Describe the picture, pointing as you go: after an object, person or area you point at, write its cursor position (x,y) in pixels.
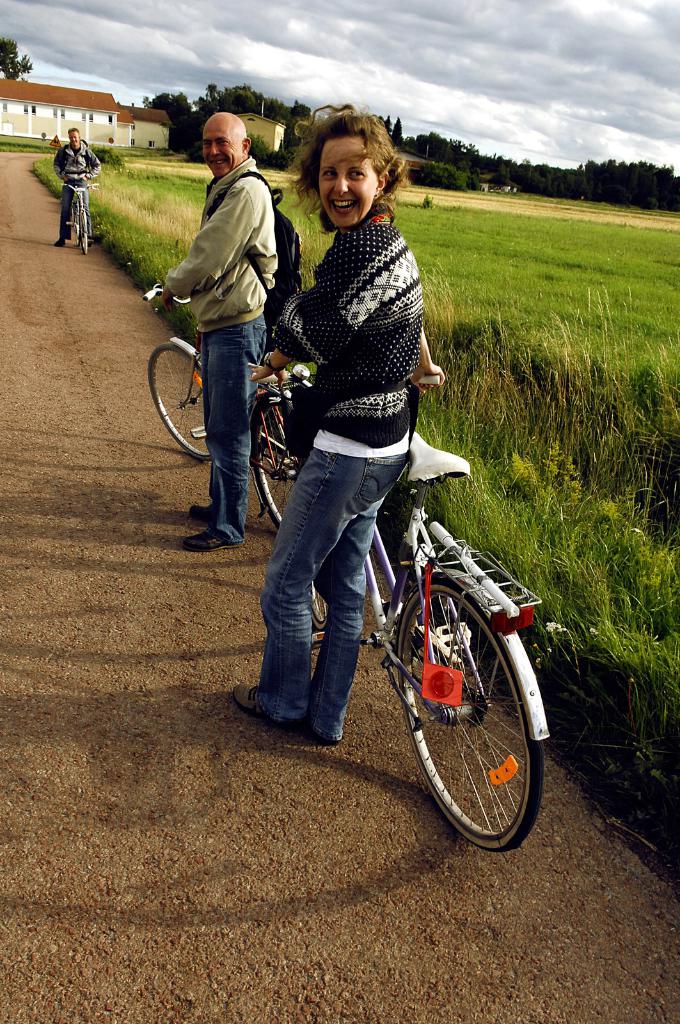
In this image i can see a woman (276,606) and a man (216,406) standing and holding a bicycle (263,404), In the background (78,104) i can see few buildings (56,119), few trees (240,105), the sky (524,117), the grass (506,255) and a person (64,233) riding a bicycle (73,221).
